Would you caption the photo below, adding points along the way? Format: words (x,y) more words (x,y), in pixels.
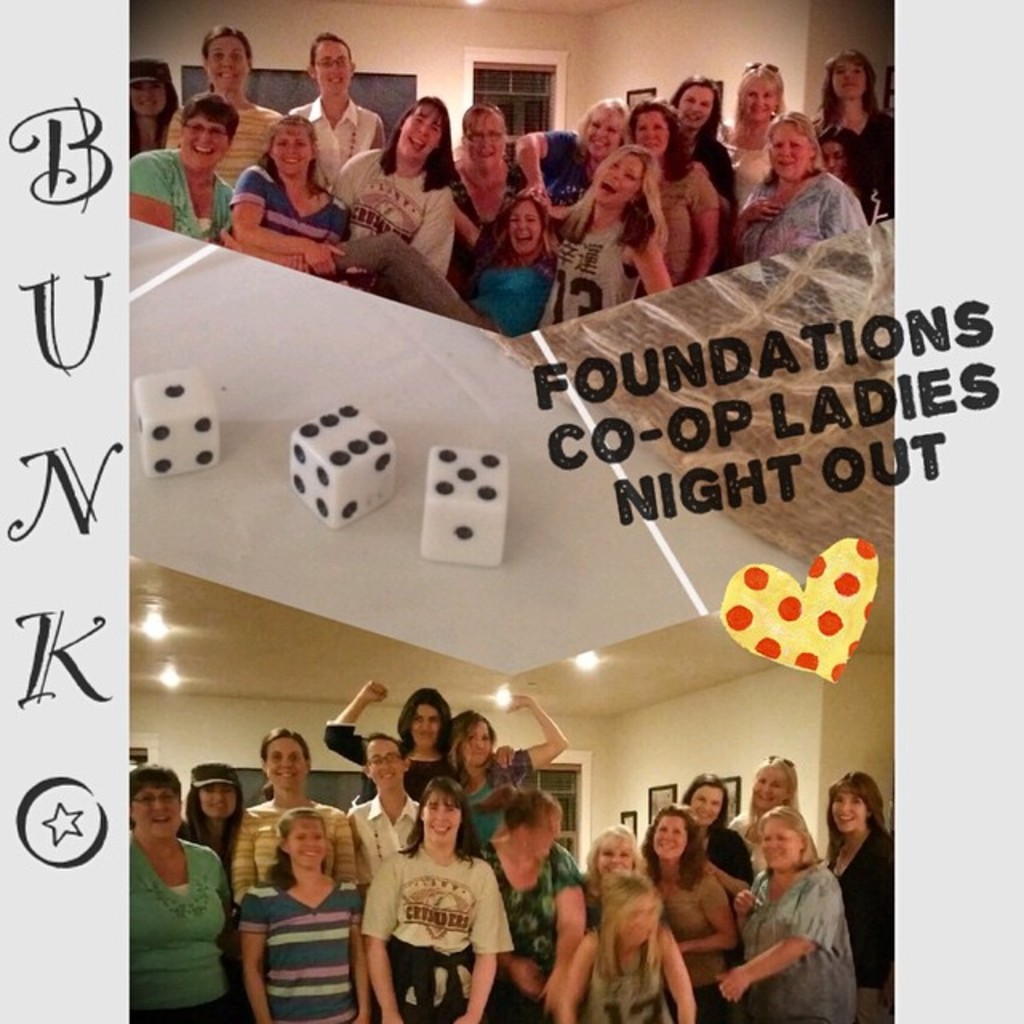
In this image we can see a collage picture. In the collage picture there are people (363,261) standing and smiling.
